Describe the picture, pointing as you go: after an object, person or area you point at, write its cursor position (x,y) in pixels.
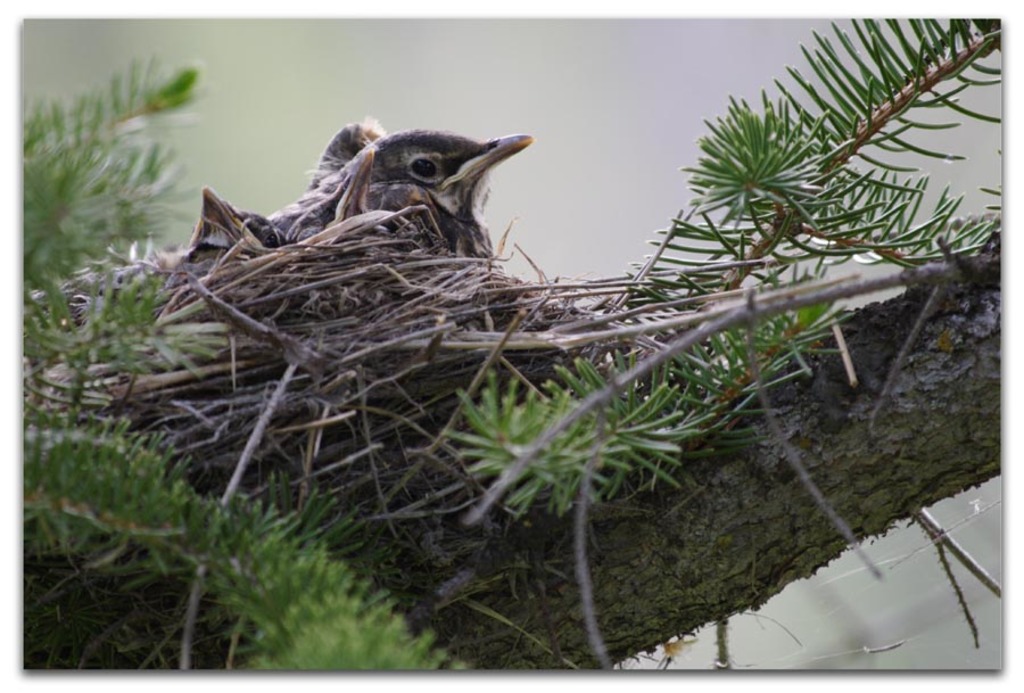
In this picture we can see a nest (399,419) on the tree (618,421) and we can find a bird (447,213) in the nest (417,233).
